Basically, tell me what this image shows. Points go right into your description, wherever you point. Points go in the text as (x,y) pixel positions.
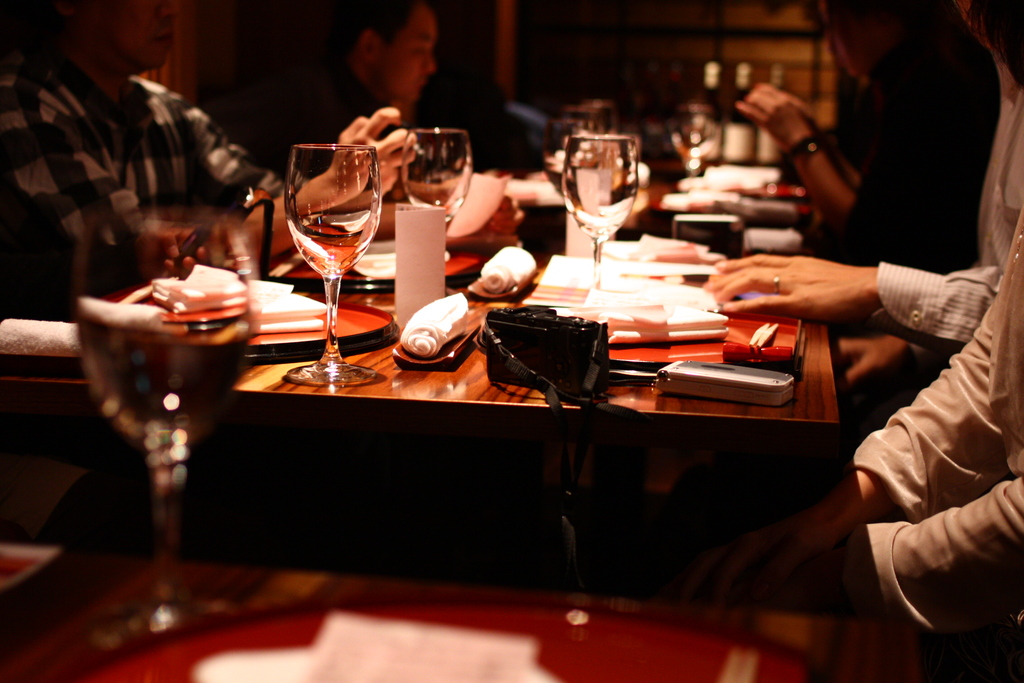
In the image we can see there is a table (451,381) on which there are wine glass (370,187), napkin (453,309), camera (576,365), mobile phone (740,377) and the persons (974,286) are sitting on chairs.
